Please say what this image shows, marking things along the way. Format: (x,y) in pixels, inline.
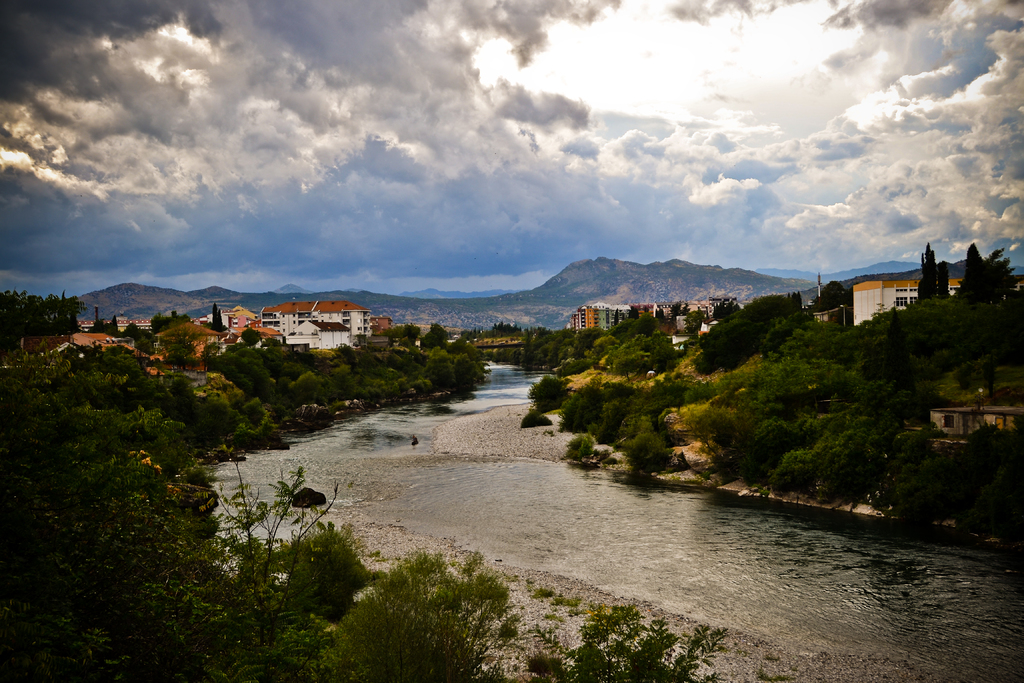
In this image we can see river (601,530). To the both sides of the river (519,524) trees (133,554) are there. Background of the image (272,321) mountains (535,314) and buildings (298,318) are present. The sky (420,141) is covered with clouds (144,149).
